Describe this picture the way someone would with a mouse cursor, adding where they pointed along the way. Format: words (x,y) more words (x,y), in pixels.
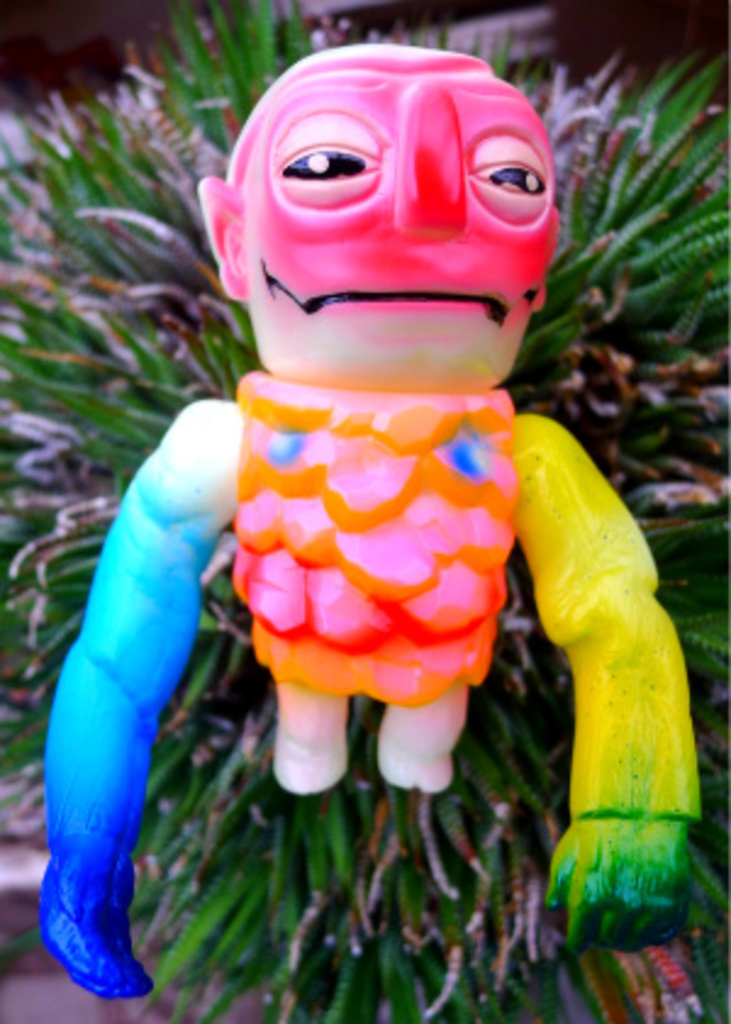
In this picture there is a toy (467,617) on the plant (415,858). At the bottom (63,1003) it looks like a floor (73,1002) and the toy (51,905) is in multi colors.
